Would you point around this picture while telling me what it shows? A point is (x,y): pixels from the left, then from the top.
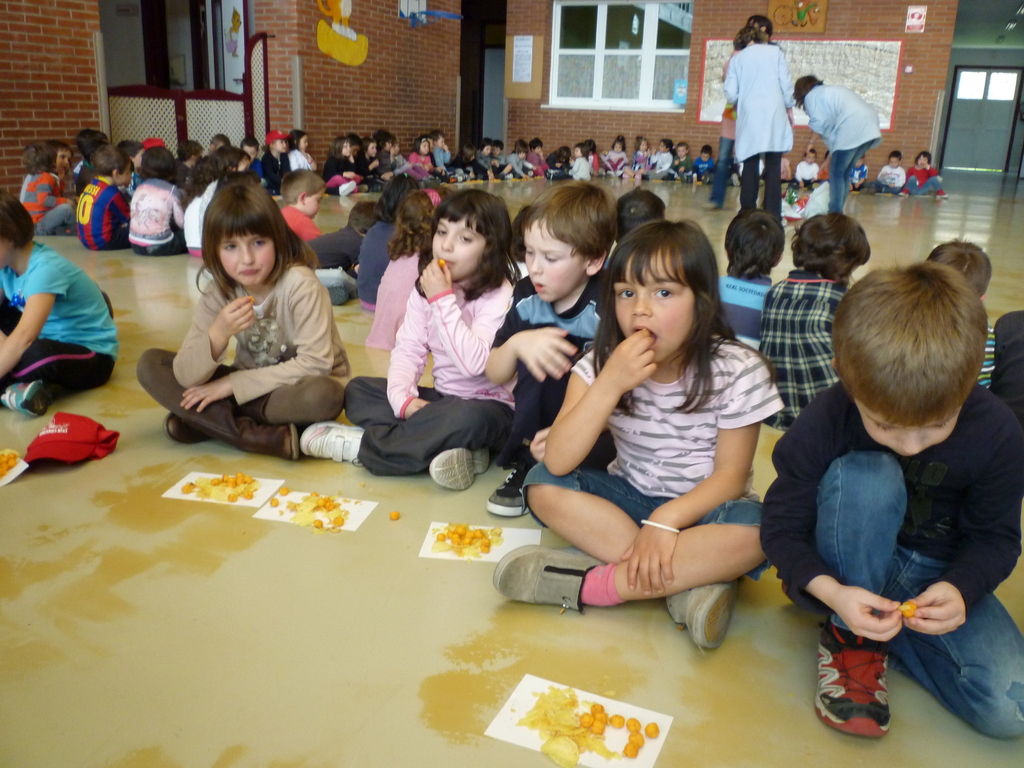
In this image we can see the kids (588,305) sitting on the floor (410,539) and having food (564,729). We can also see the persons (746,156) standing in the background (811,96). We can also see the walls (382,16), windows (621,48) and also posters (888,47) attached to the wall (946,3). We can also see the door (974,123). At the bottom (550,712) we can see the food items (562,716) on the paper (620,732) which is placed on the floor (412,720).
